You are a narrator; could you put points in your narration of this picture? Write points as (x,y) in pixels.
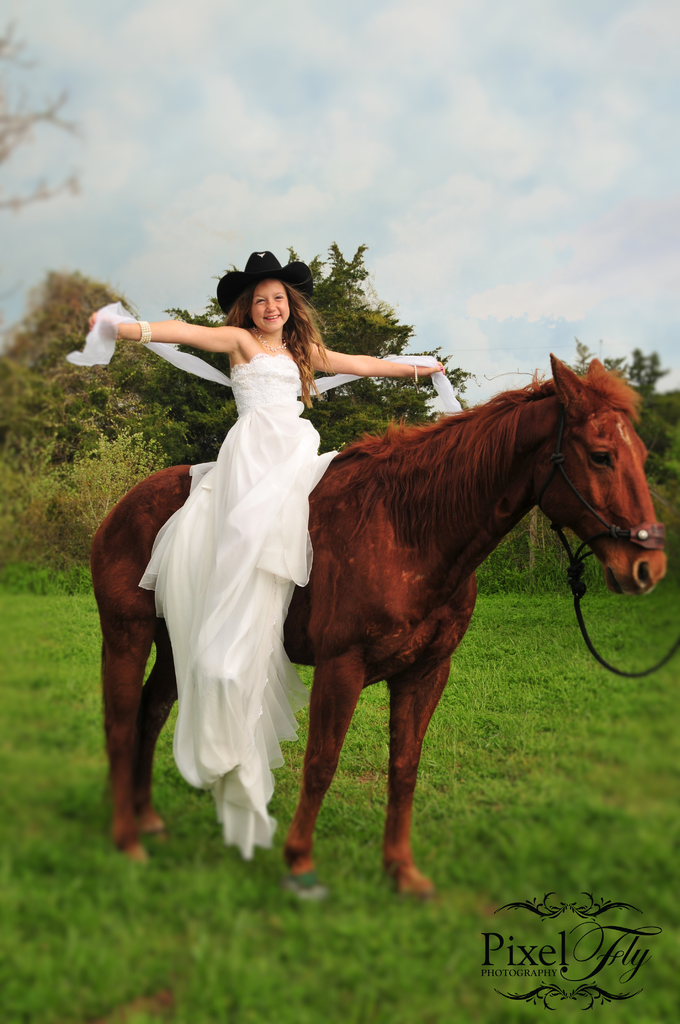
In this image i can see a horse (377,478) and there is a grass (437,847) and right side (537,958) there is a text (543,951). on the horse (399,659) i can see a girl (260,441) wearing a white color skirt (225,517) and wearing black color cap (258,271) and there is a sky (263,93) and back ground (350,317) i can see some trees (339,278) and bushes (49,514), she is smiling.
